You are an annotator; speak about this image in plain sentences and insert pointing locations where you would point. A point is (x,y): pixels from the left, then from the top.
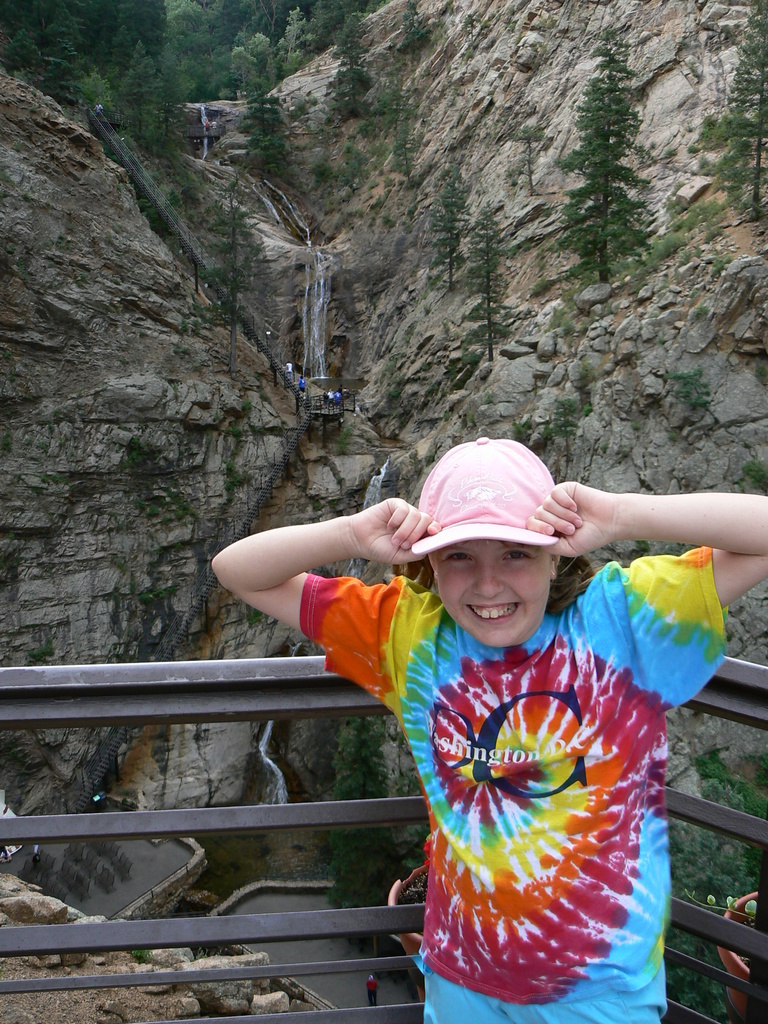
In the foreground of the image (464,878) we can see a person (548,663) wearing a cap (487,530) and metal railing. In the background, we can see a group of people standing on the staircase (90,787). One person (374,988) is standing on the ground (339,954), a group of chairs (109,877), mountains (314,242), a group of trees (239,310).
